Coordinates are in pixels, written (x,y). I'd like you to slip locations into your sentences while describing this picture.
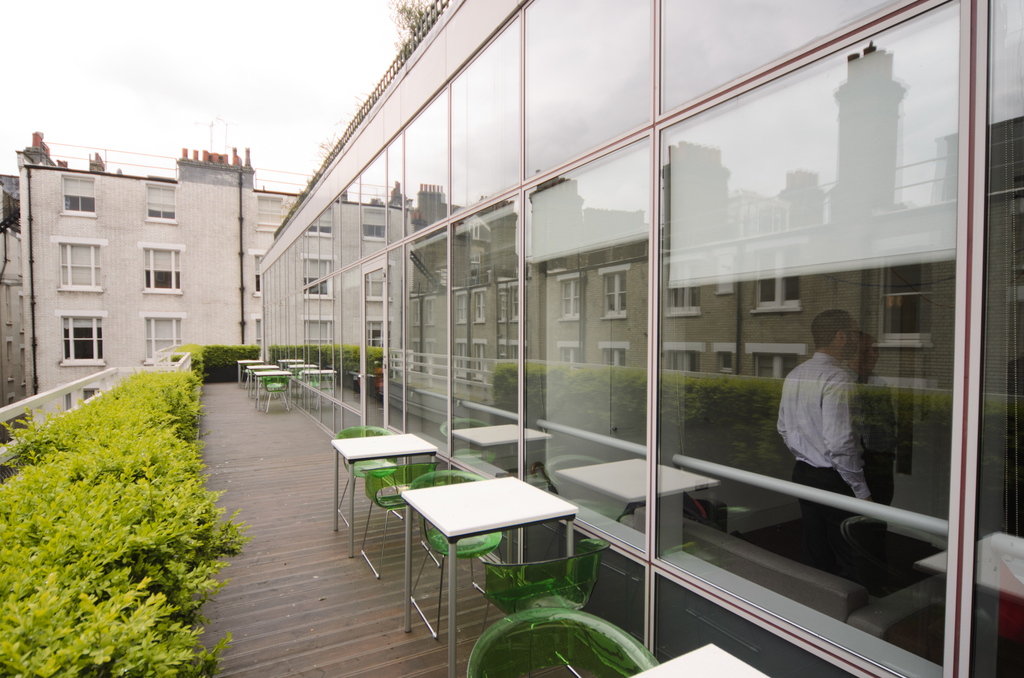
This is the picture of a place (155,405) where we have a glass room (400,406) and outside there are some tables (495,517) and chairs (437,564) and in front of them there are some plants (102,479).
